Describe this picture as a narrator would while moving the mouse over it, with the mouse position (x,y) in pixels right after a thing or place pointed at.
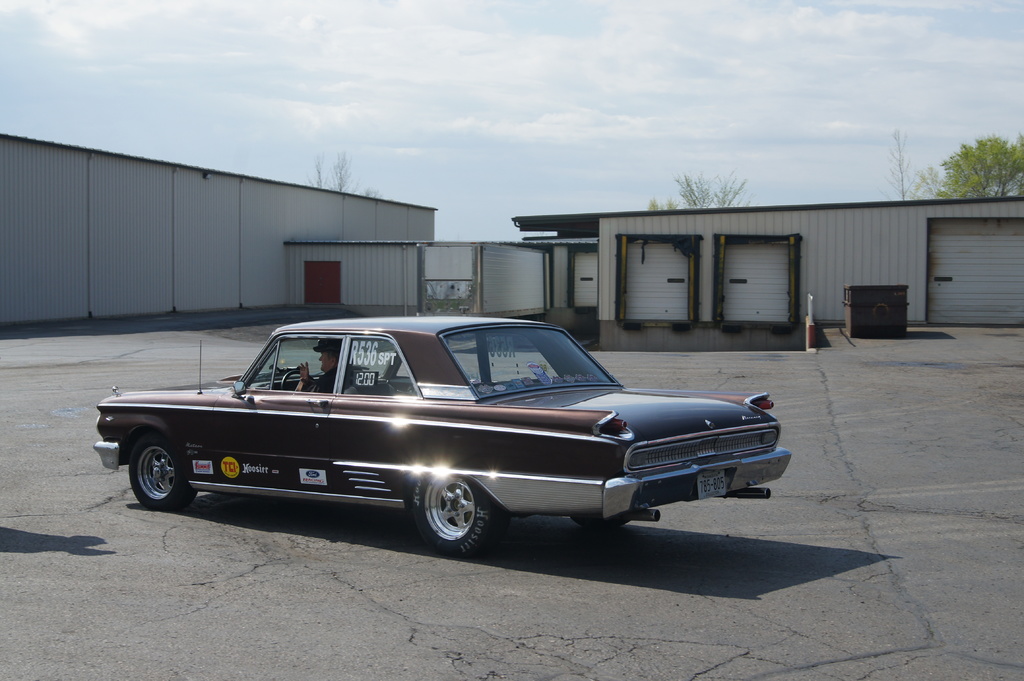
In the image there is a car (372,418) on the road (18,614) and in the back (268,262) there are buildings (620,277) with trees (717,193) behind it and above its sky (517,79) with clouds (487,82).
